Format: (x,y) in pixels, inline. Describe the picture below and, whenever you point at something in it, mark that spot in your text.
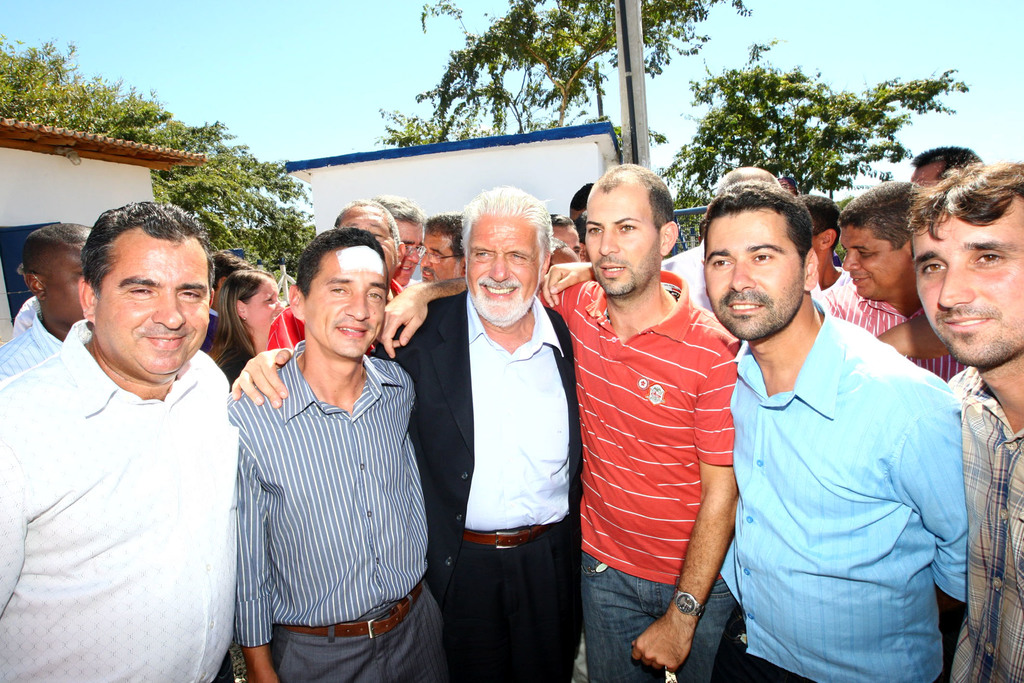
In this image we can see people (568,238) standing. In the background of the image (115,200) there are houses (14,185), trees (63,117), sky (660,126) and pole (641,105).
